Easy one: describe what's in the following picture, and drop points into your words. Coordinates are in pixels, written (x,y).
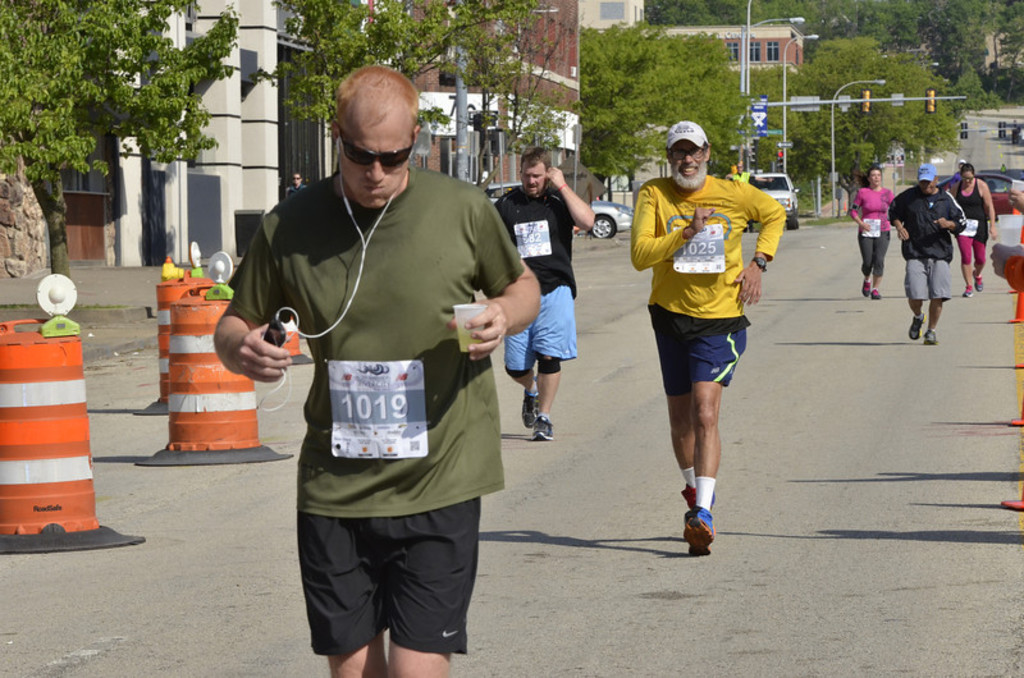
In the picture we can see a road (697,653) on it, we can see some people (498,248) are jogging and beside them, we can see some colored drums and some things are placed on it and beside it, we can see a path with some poles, buildings (474,154), trees (816,137) and near to it we can see some cars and in the background (798,148) also we can see some trees (803,146) and building (774,51).
